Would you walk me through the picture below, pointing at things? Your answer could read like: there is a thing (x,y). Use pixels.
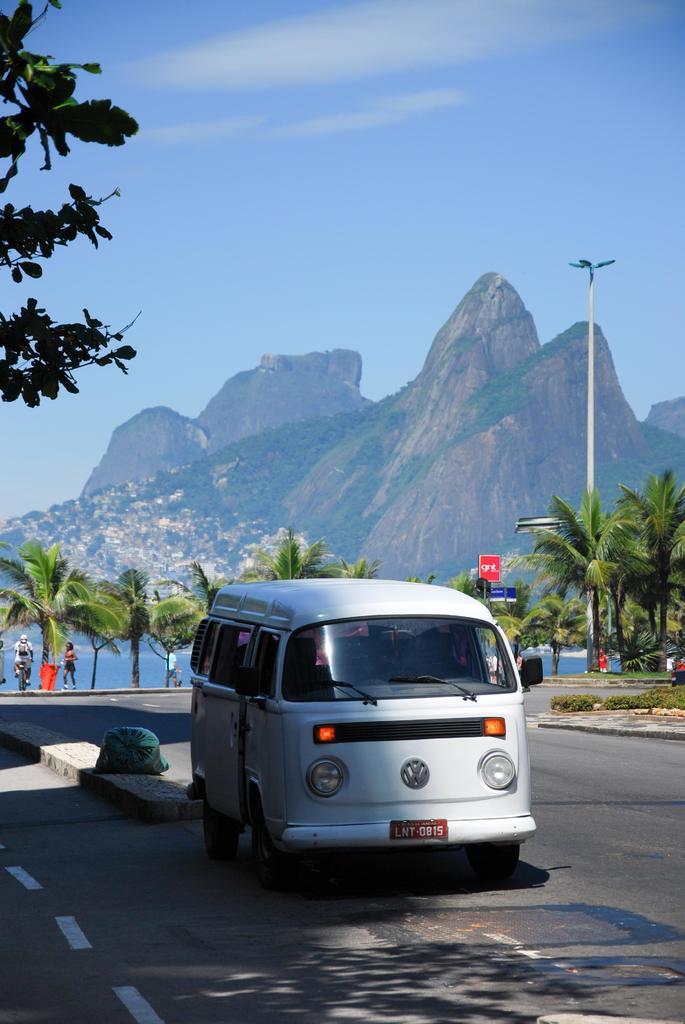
We can see vehicle (344,754) on the road (272,910). Background (209,515) we can see trees (594,535), people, pole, water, hills (257,500) and sky (567,214).
